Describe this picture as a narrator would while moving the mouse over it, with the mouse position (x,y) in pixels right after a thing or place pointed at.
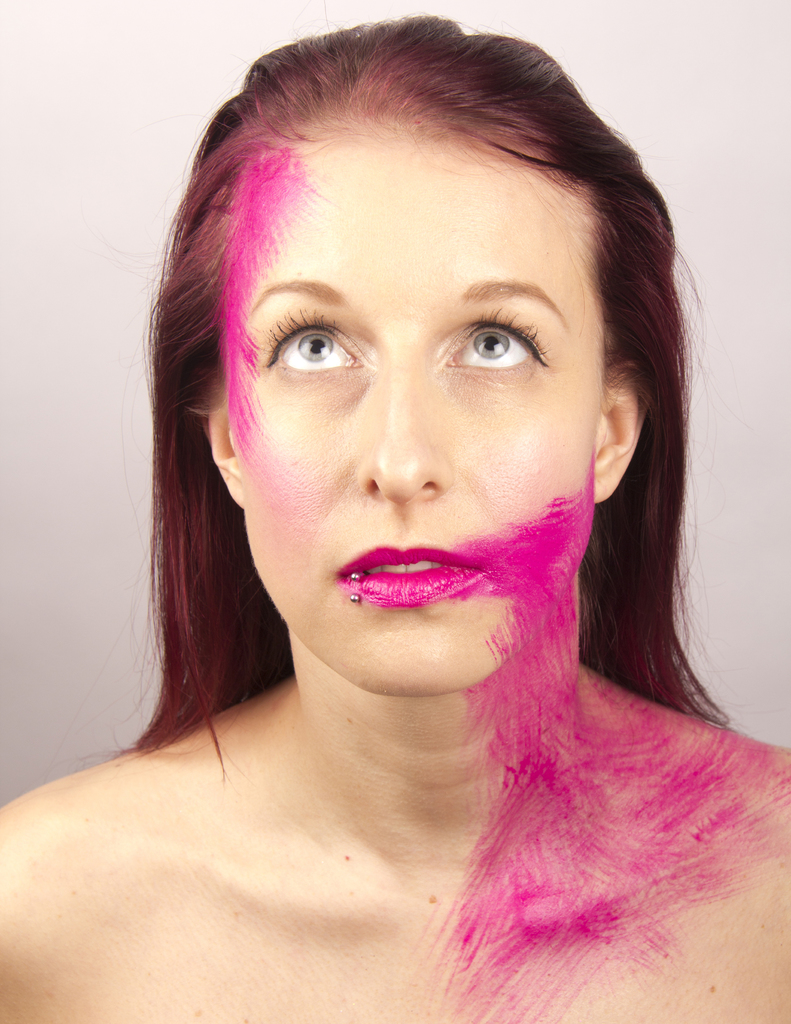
In the picture we can see a woman (508,799) without clothes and looking upwards and on her face (501,621) we can see some pink color shades (520,638) near the head (280,621) and neck (352,750).
